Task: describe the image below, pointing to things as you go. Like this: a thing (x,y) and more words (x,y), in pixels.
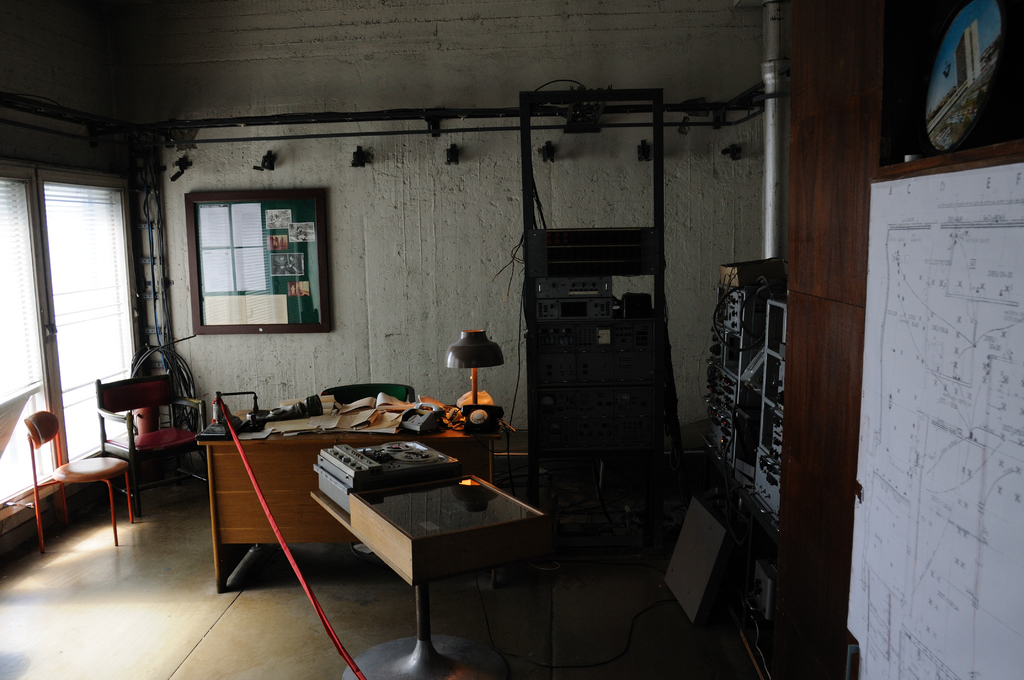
We can see papers (377,402), lamp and some objects (345,495) on tables (355,517) and we can see chairs (383,389). Right side of the image (724,357) we can see electrical devices (656,406) and paper (929,534) on board (937,171). Background (333,228) we can see board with papers (244,229) and photos (288,222) on a wall (363,296). Here we can see window (60,313).
